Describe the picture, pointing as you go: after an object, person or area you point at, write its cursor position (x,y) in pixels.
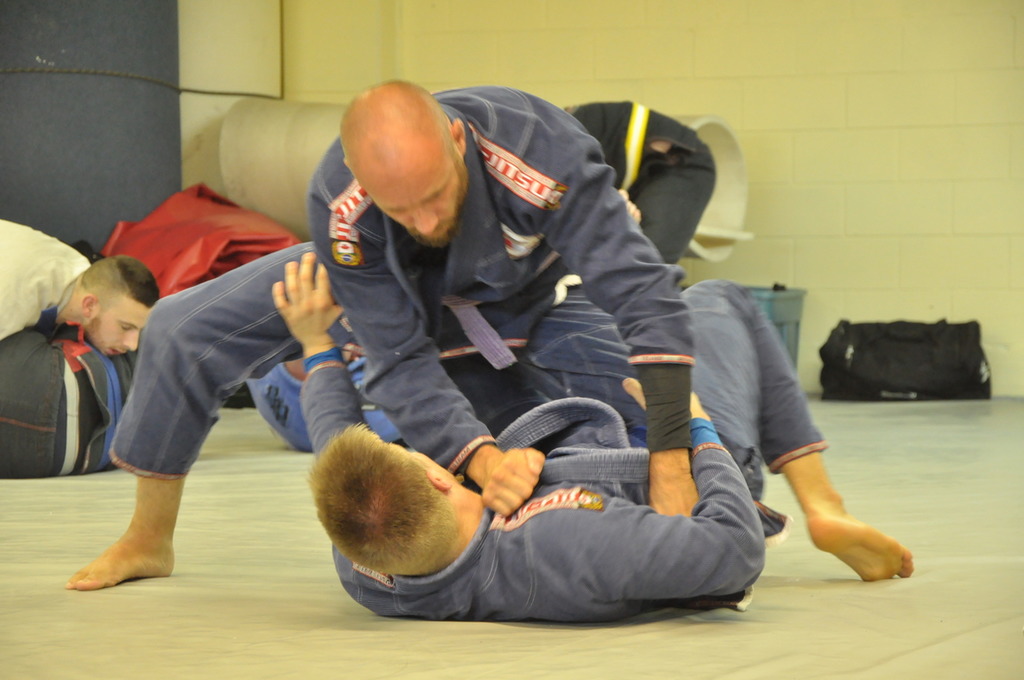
In this picture we can see two persons (462,339) are performing martial arts, on the left side (99,311) there are two more persons (99,311), in the background (847,101) there is a wall (850,73), we can see a bag (894,365) on the right side (910,365), we can also see a cover (233,242) on the left side (229,245).
